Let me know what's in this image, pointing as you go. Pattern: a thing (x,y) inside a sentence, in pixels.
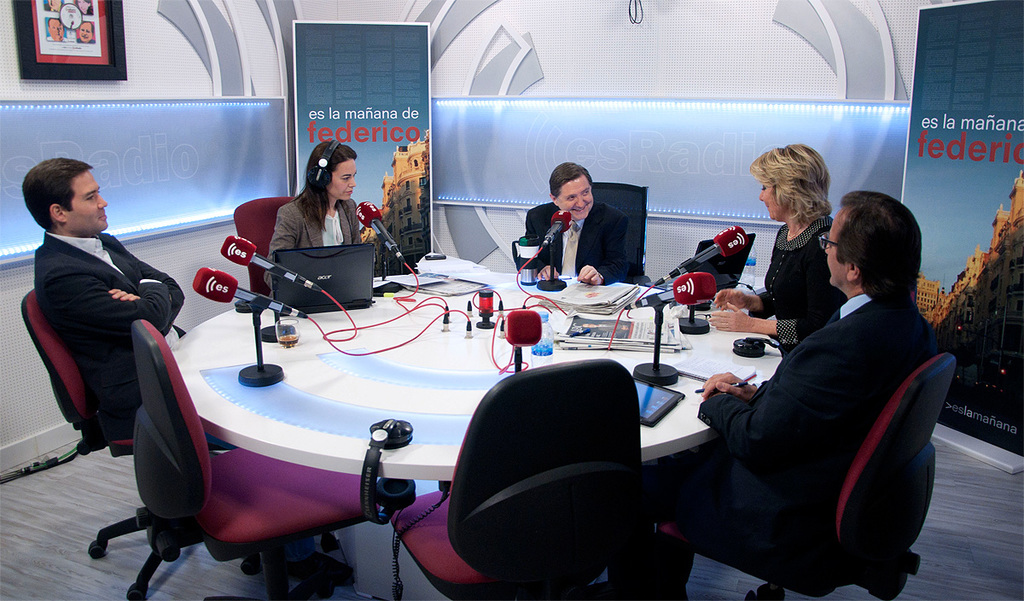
people (769,294) are seated on the chairs (476,410) around the table (413,410). on the table (233,353) there are microphones (267,303), papers (592,321). behind them there are 2 banners (963,233) on the left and right on which Federico is written.
